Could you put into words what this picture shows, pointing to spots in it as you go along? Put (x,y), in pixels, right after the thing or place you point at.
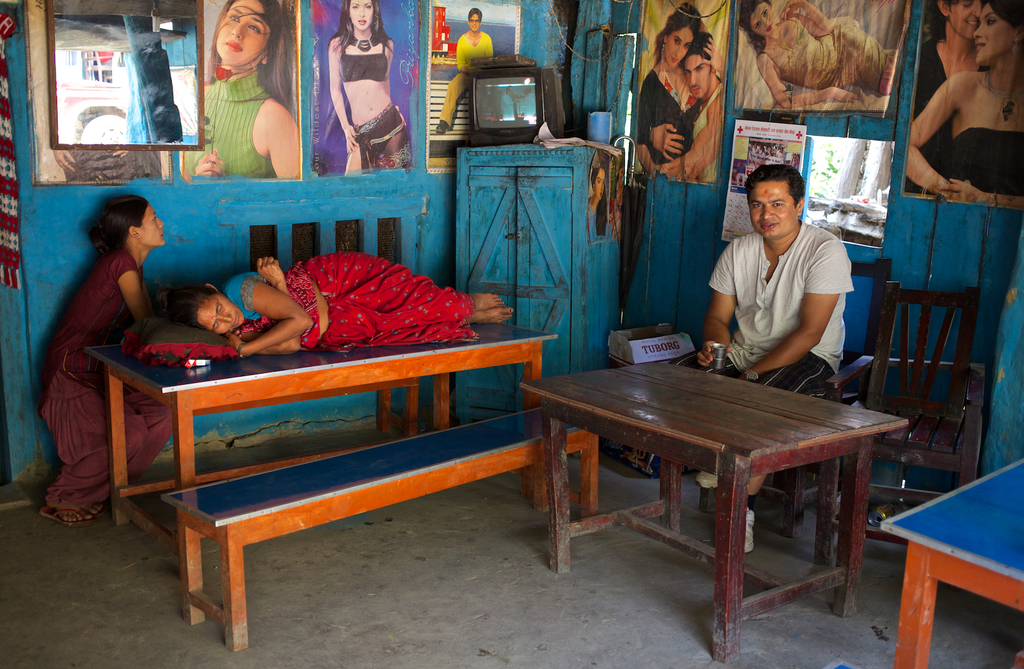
In this image a woman (355,329) laying on the table (343,364) beside a woman (126,292) sitting, here the man (780,274) is sitting on the chair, in front of the man (828,358) there is a table (747,409), at the background (553,223) there is a wooden cupboard (566,222) and some posters (428,98) attached to the board (415,179).
